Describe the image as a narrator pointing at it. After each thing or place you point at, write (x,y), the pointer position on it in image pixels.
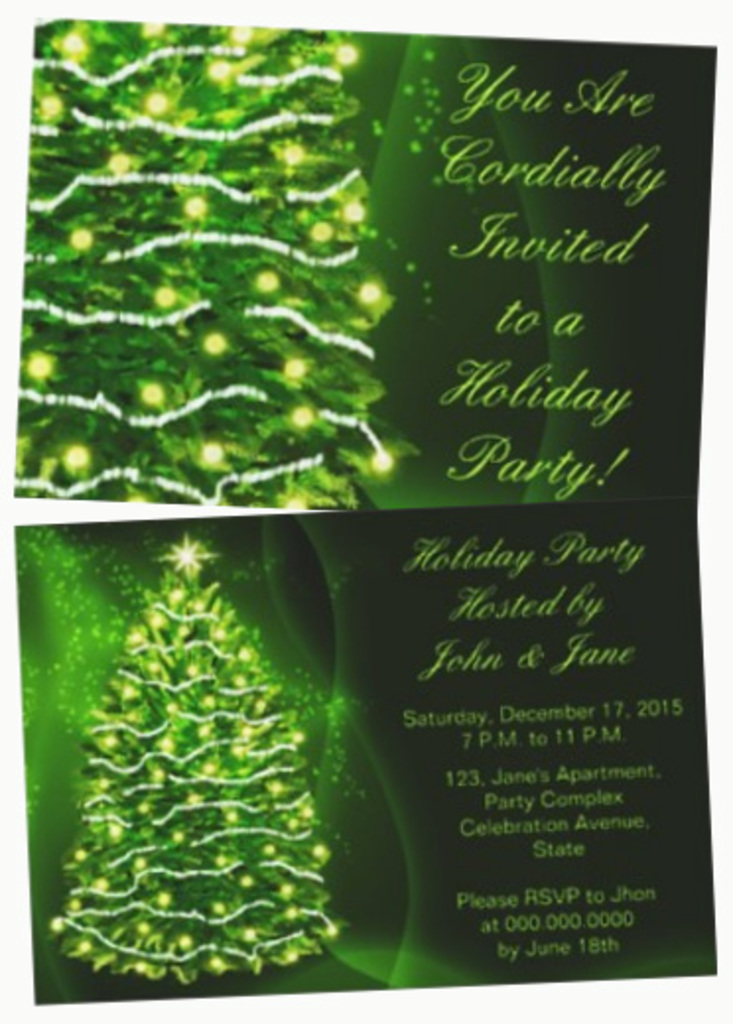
This is a collage image of an invitation (344,561). In this picture we can see an Xmas tree (190,429) with decorative lights (274,285) and some text (600,815).
